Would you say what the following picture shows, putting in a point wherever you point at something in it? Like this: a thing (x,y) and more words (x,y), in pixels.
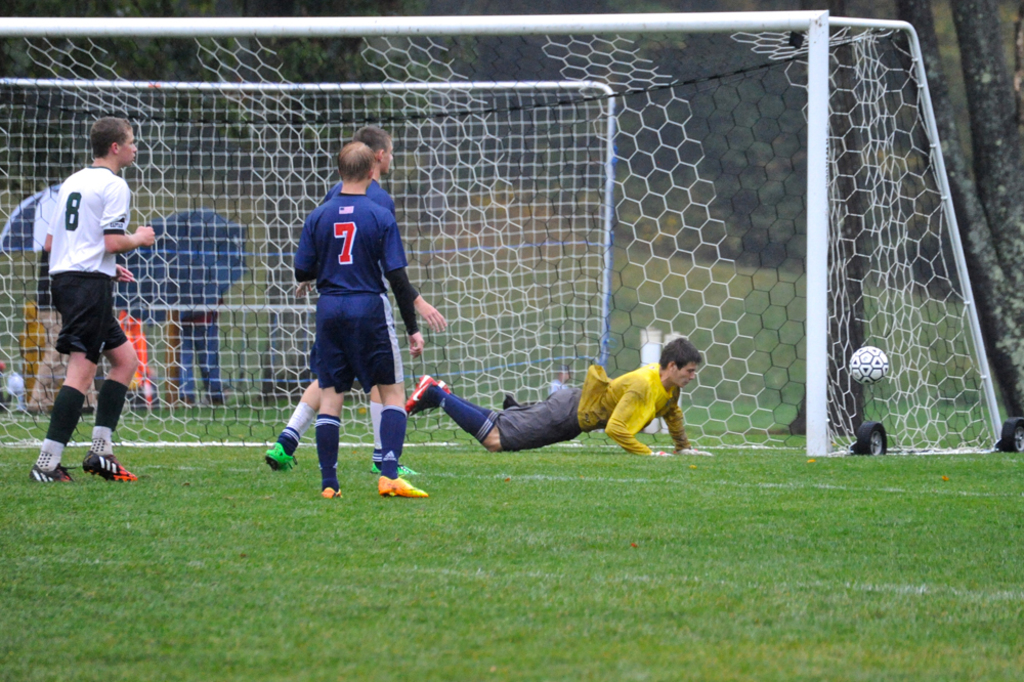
In this picture I can observe some players (367,210) in the football ground (476,481). They are playing football in this ground (528,529). In the background (194,186) I can observe goal post (232,109).
